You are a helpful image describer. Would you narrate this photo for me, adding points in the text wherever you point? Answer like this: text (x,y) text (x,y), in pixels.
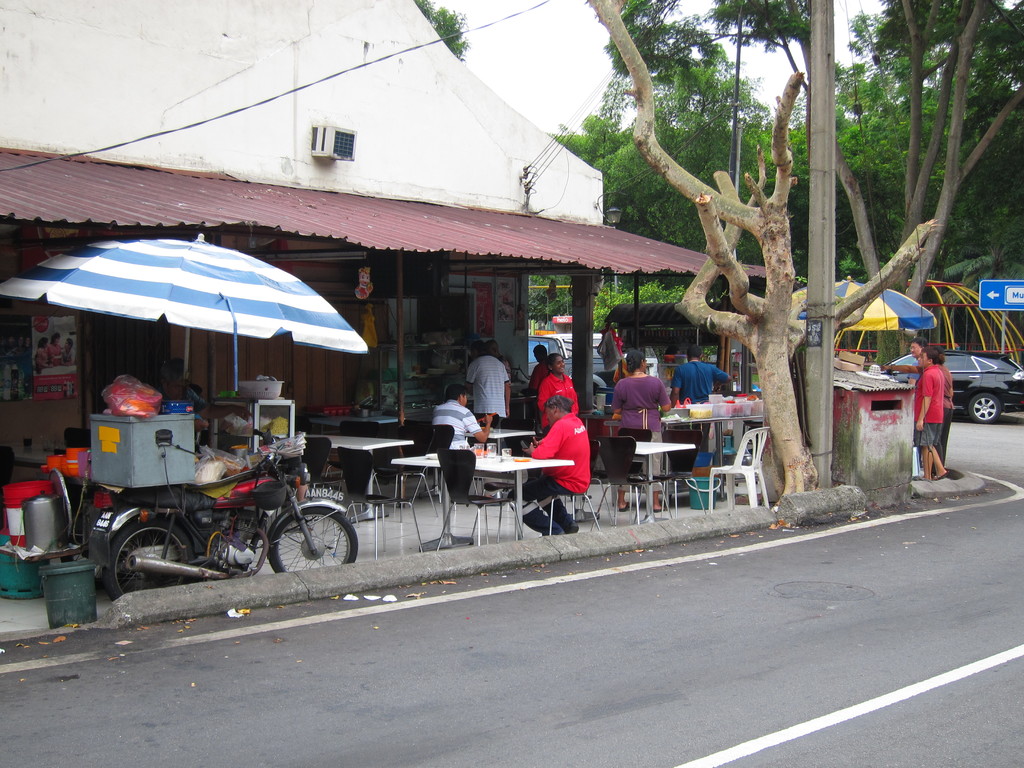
In this image we can see a road (663,676). Also there is a building (198,207) with pillars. And there is a motorcycle (197,499) with a box (171,449). And there is an umbrella (155,293). Also we can see tables (347,420) and chairs (440,440). And there are many people (560,387). And there are bins (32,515). In the back (1002,280) we can see trees (860,300), another umbrella (885,293), car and a signboard (1023,299). In the background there is sky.
